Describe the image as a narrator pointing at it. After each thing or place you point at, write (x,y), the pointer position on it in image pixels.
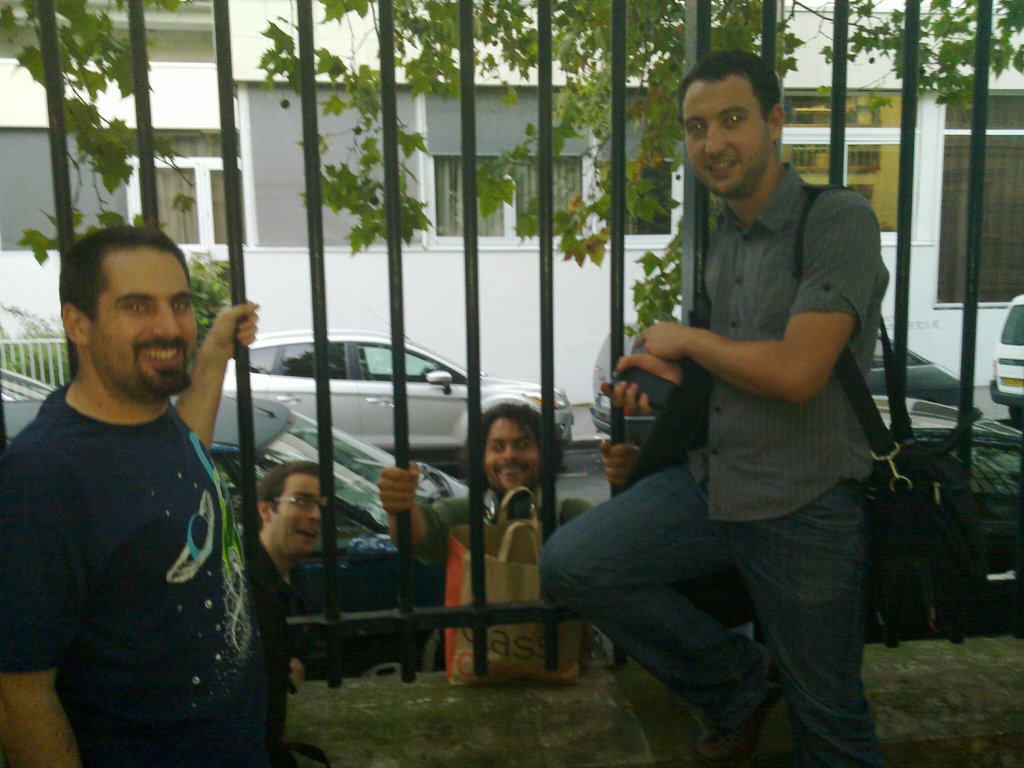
In this picture I can see two people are in front of the grills (482,632), other side of the grilles (549,366) I can see few people (390,488) with bag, vehicles (360,541), trees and some buildings (461,339).
